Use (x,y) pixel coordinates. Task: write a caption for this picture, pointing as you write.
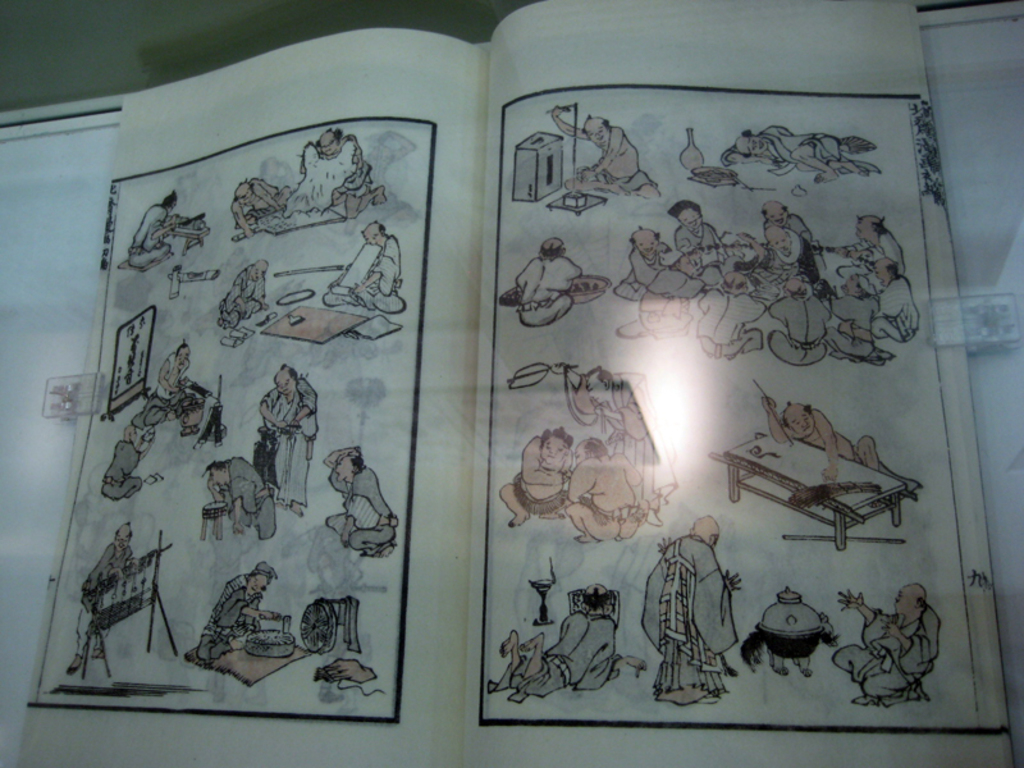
In this picture I can see some sketch (271,326) on a paper (534,373). These sketches (588,507) are of people (591,508) and some other objects (852,475).
